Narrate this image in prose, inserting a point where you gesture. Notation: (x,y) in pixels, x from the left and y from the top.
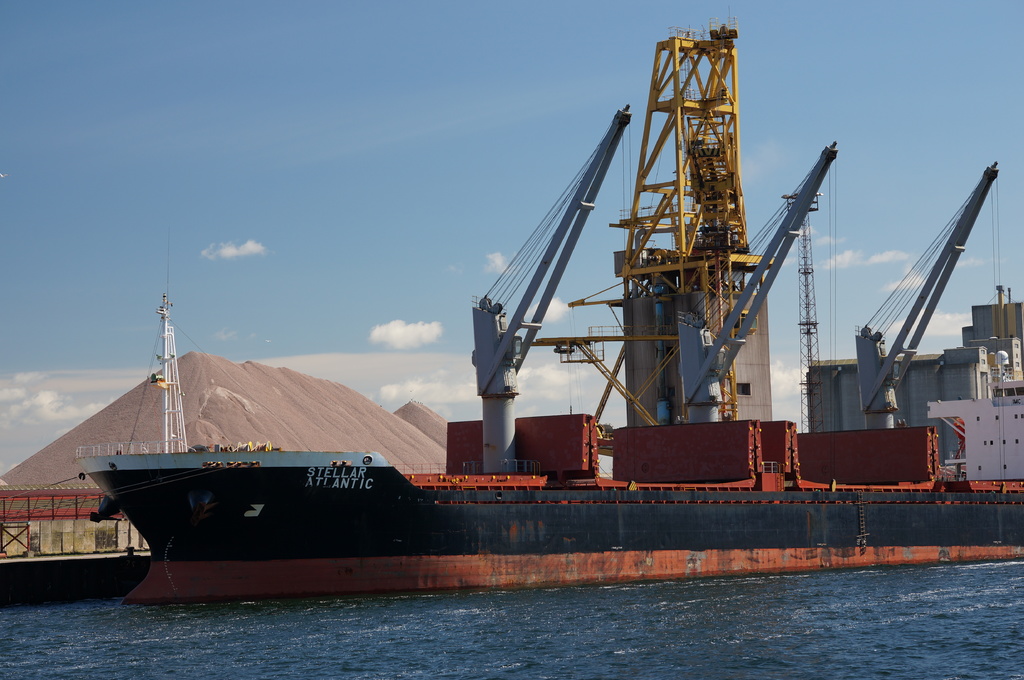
In this image there is a ship (156,524) in the water (965,618) beside that there is a harbor (5,540) where we can see are buildings (981,383) and some sand pyramids (148,426).
